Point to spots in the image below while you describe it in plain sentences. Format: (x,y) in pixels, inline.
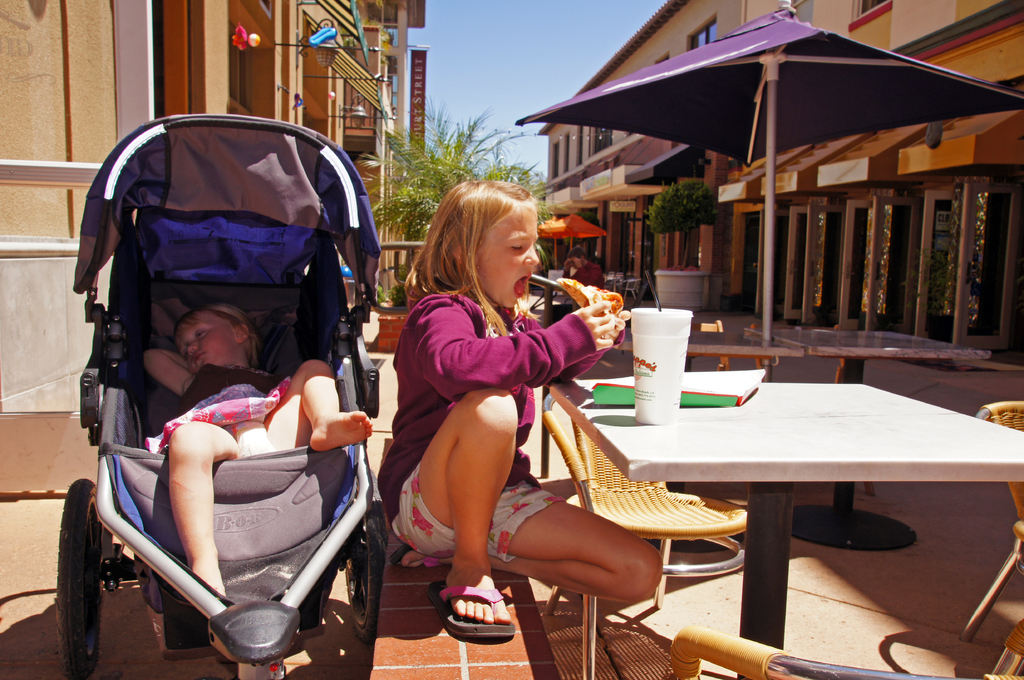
In this image I can see on the left side (196,394) there is a baby vehicle (288,455) a girl (262,435) is sleeping in it. In the middle (493,424) a girl (485,499) is sitting on the wall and trying to eat pizza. She wore sweater (442,379), on the right side (792,428) there is a table (787,487) and there are chairs (698,505). It is an umbrella (792,100), at the back side (880,23) there are buildings (403,111) and trees (512,172).
